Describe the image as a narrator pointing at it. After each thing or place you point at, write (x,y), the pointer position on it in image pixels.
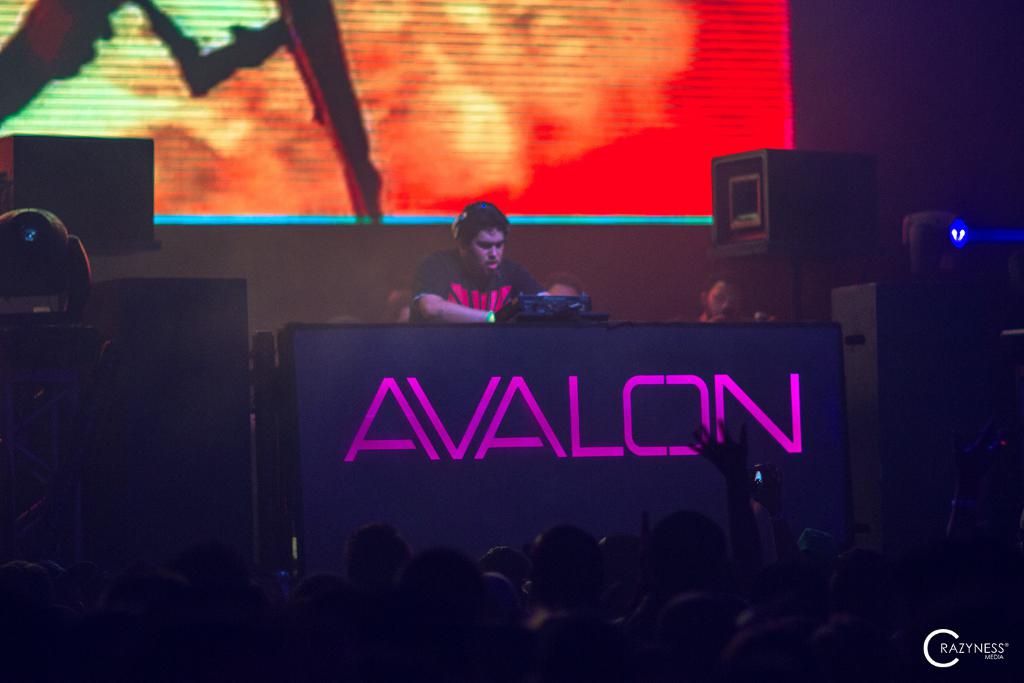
In the foreground of this image (469,262), there is a man (473,271) standing near a podium (561,350) with an electronic device (535,313). On bottom of the image (360,606), there is the crowd (688,603) and on left (55,274) and right side of the image (943,233), there are lights (57,300) and in the background (400,108), there is a screen (383,106).
